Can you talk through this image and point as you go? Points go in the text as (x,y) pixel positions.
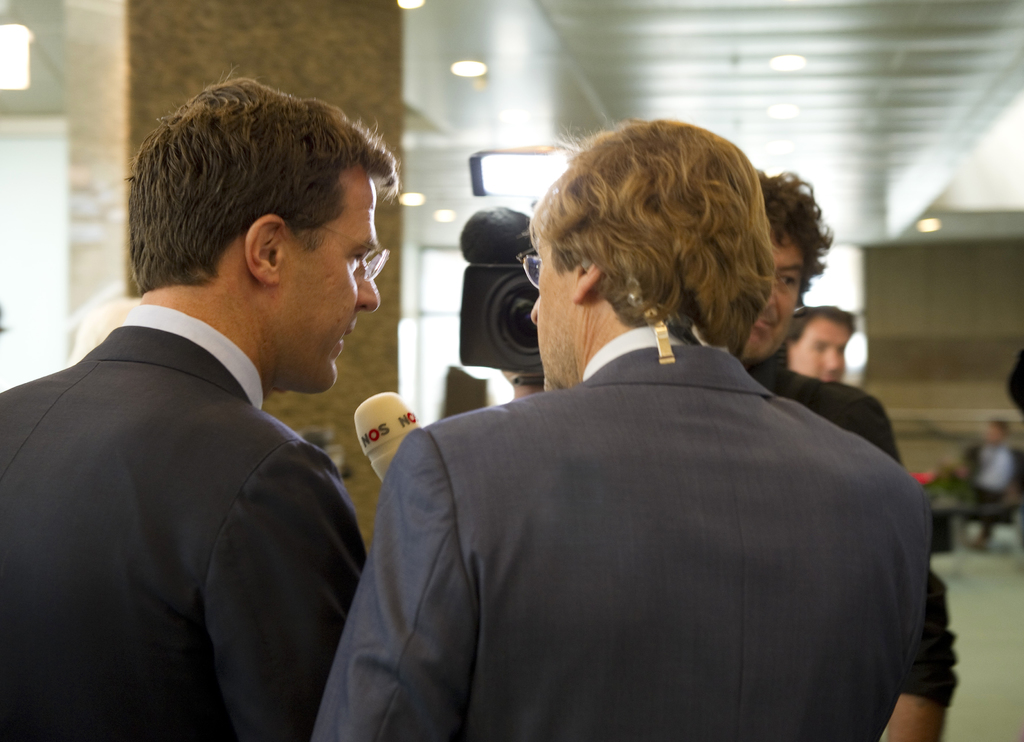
In this picture there are few persons (623,465) standing, among them there is a man (780,354) holding a camera (479,271) and we can see a pillar (306,94). In the background of the image (845,323) it is blurry and we can see a person (993,522) and lights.
